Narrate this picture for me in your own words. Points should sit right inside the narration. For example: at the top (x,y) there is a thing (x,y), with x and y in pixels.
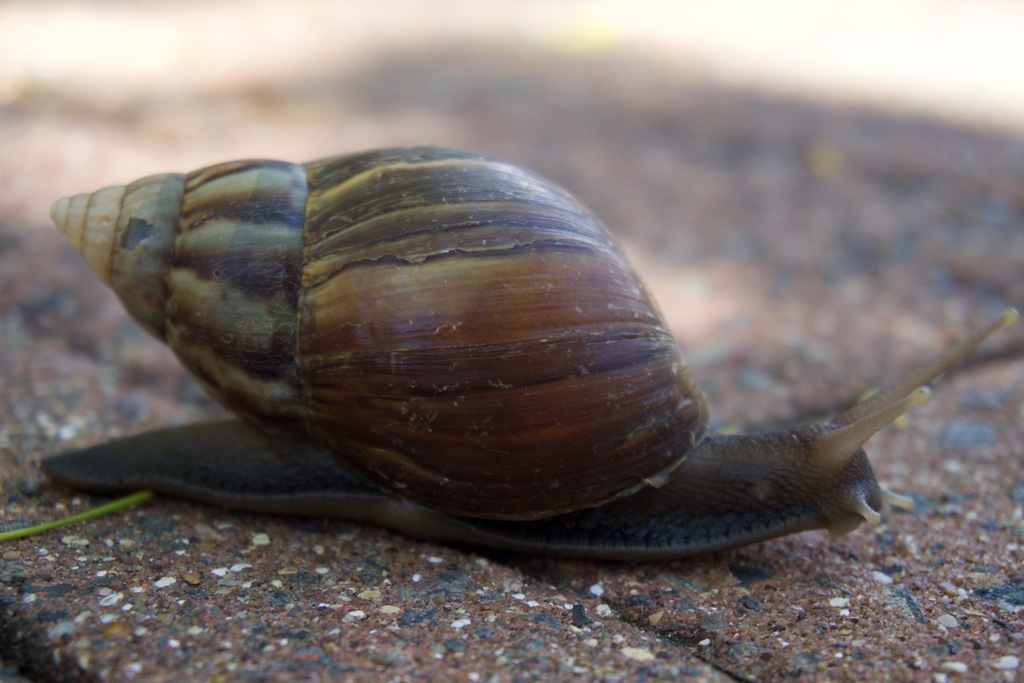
In the picture we can see a snail (826,527) on the path (820,657) and on the top of it we can see a shell (421,346).
